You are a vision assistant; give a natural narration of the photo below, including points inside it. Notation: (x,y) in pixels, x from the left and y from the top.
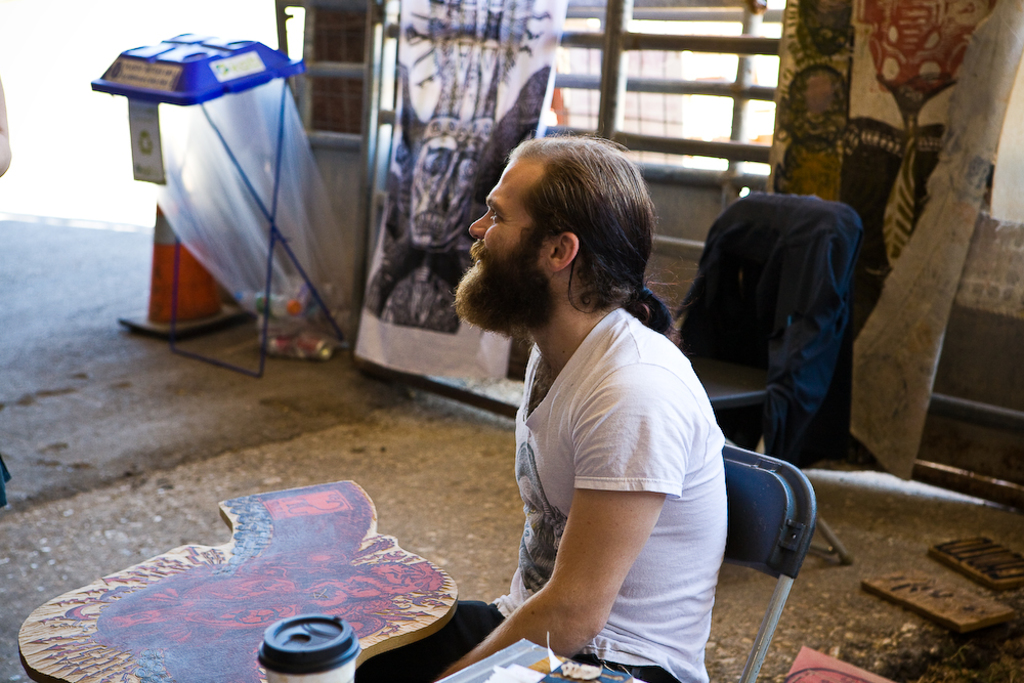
In this image there is a person (572,476) sitting on the chair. In front of him there is a wooden table (278,596) with painting (233,589) on it. On top of it there is some object (321,632). Behind him there is another chair (749,327). There are banners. There is a traffic cone cup (169,297). There are bottles (303,345) inside the net (235,197).
